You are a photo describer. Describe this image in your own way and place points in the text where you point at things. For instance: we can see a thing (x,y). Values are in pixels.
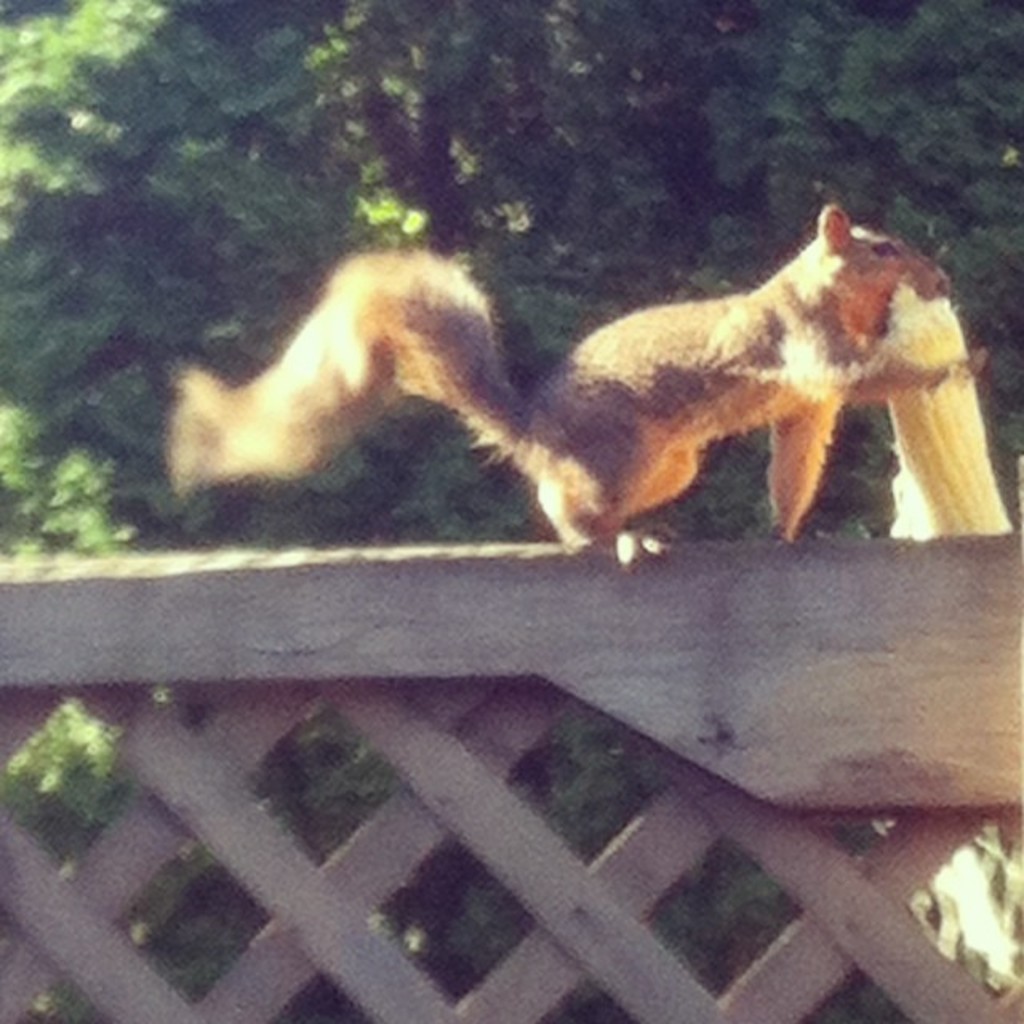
On this wooden mesh (704,639) there is a Squirrel (856,376). Background (761,167) there is a tree (433,142).
